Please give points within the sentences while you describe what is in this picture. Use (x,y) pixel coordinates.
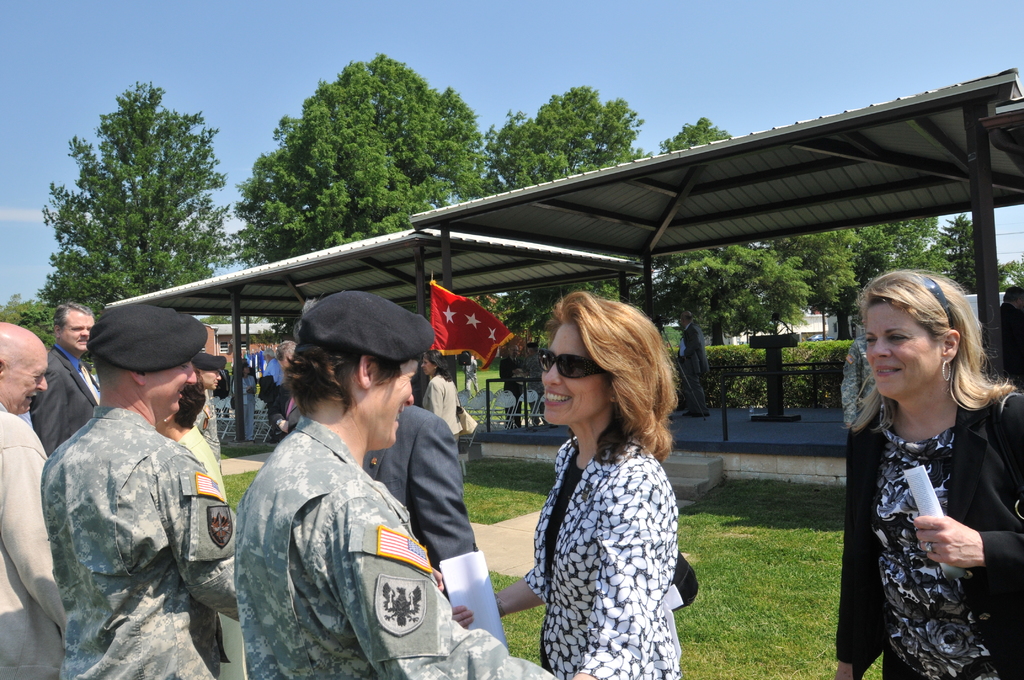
In this picture there are people (427,424) and soldiers (374,346) in the center of the image (607,353) on the grassland (725,633) and there are other people (283,342), trees (310,174), and roofs (488,204) in the background area of the image (549,206) and there houses (821,333) in the background area of the image (821,316).
